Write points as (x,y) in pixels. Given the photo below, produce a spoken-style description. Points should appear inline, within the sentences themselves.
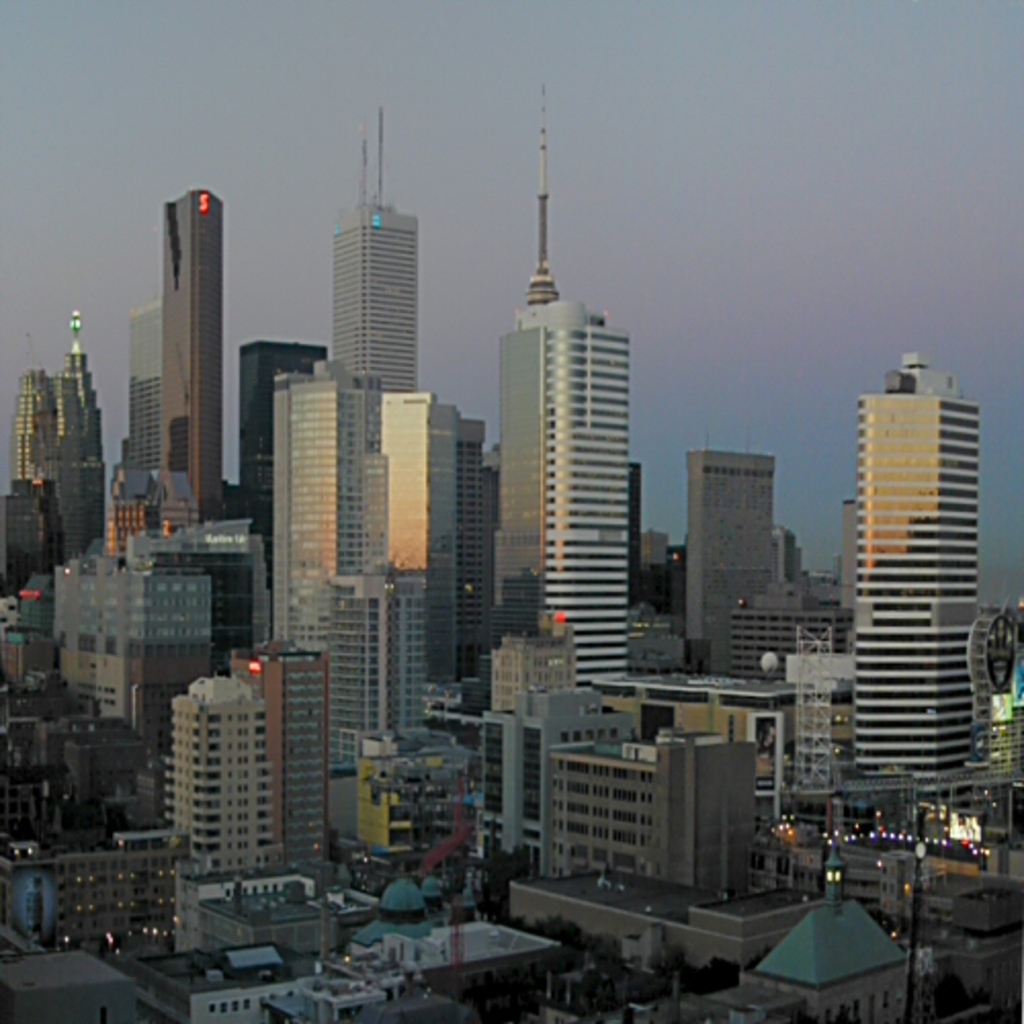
In the foreground of this image (513,770), This image is taken from the top, where we can see buildings (251,891) and lights (162,898) and on the top (557,48), there is the sky (468,50).
